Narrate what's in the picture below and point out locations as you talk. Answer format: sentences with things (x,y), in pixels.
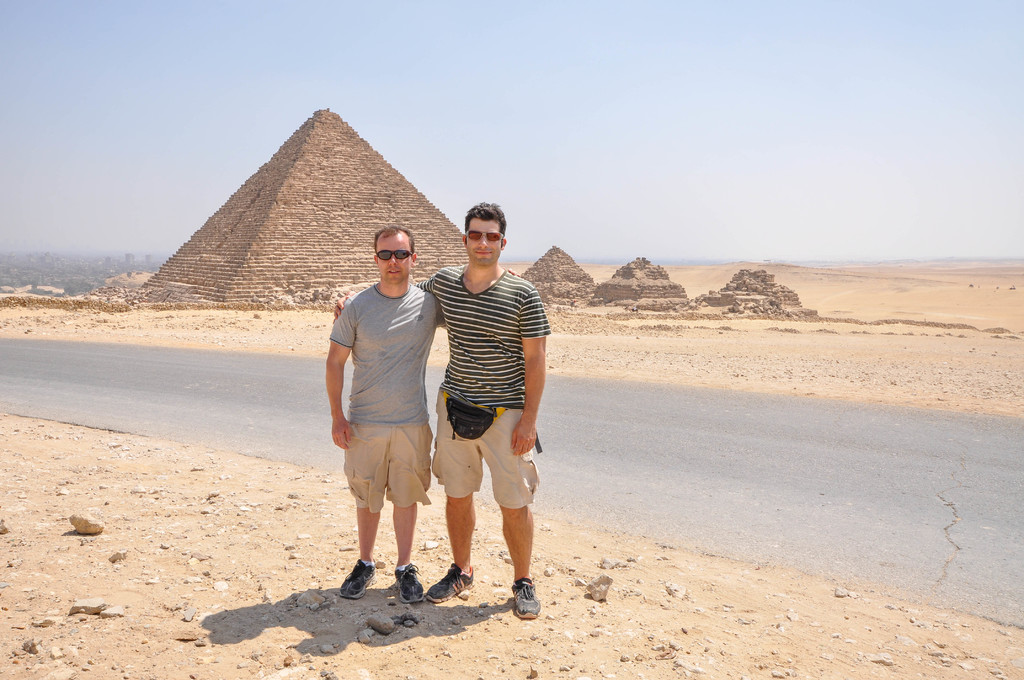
In the center of the image (525,314) we can see men (463,521) on the ground (491,572). In the background (72,240) we can see road (685,451), pyramids (286,304), sand (897,296) and sky (421,153).
